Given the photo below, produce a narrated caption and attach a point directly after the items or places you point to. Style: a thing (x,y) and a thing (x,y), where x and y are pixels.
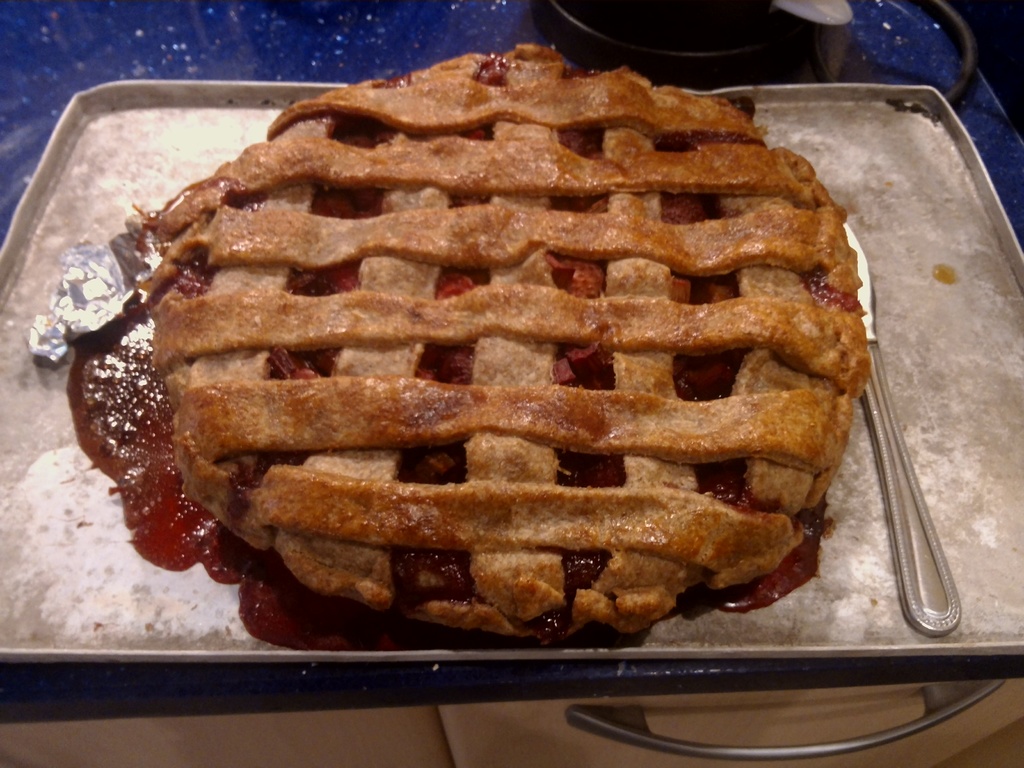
It is a food (549,398) in an iron plate (1004,451), this is the sauce (162,447) in red color.
